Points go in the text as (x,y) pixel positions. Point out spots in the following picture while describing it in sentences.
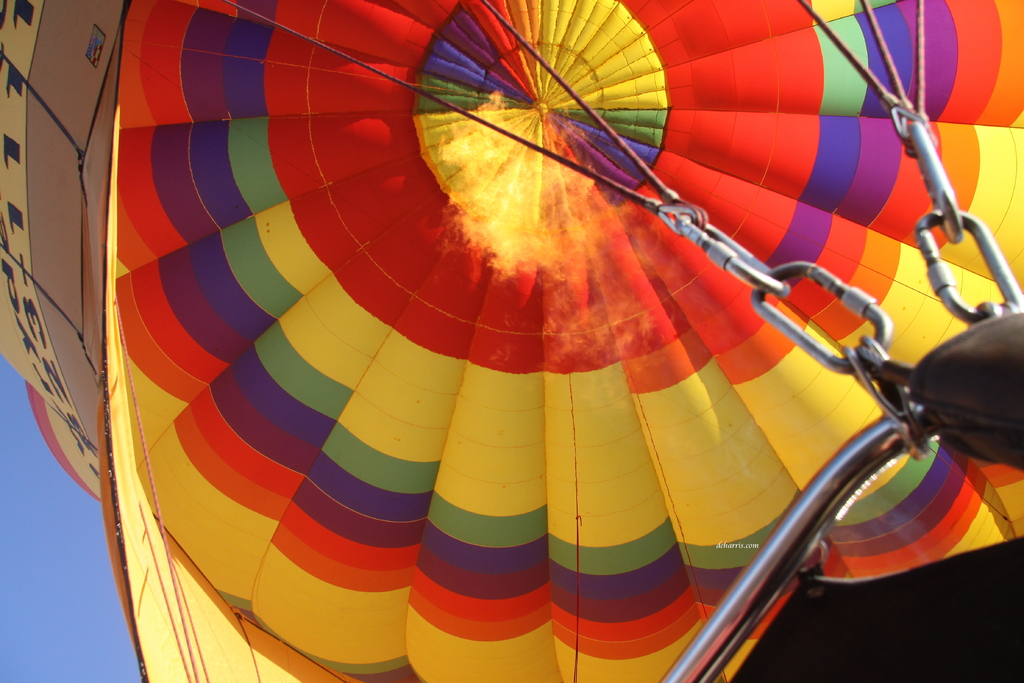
In this image, I can see a hot air balloon (553,409) with ropes (921,109) and links (972,316) and there is a watermark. At the bottom right corner of the image (931,605), It looks like a black panel (905,598). On the left side of the image (52,615), I can see the sky (67,599).
